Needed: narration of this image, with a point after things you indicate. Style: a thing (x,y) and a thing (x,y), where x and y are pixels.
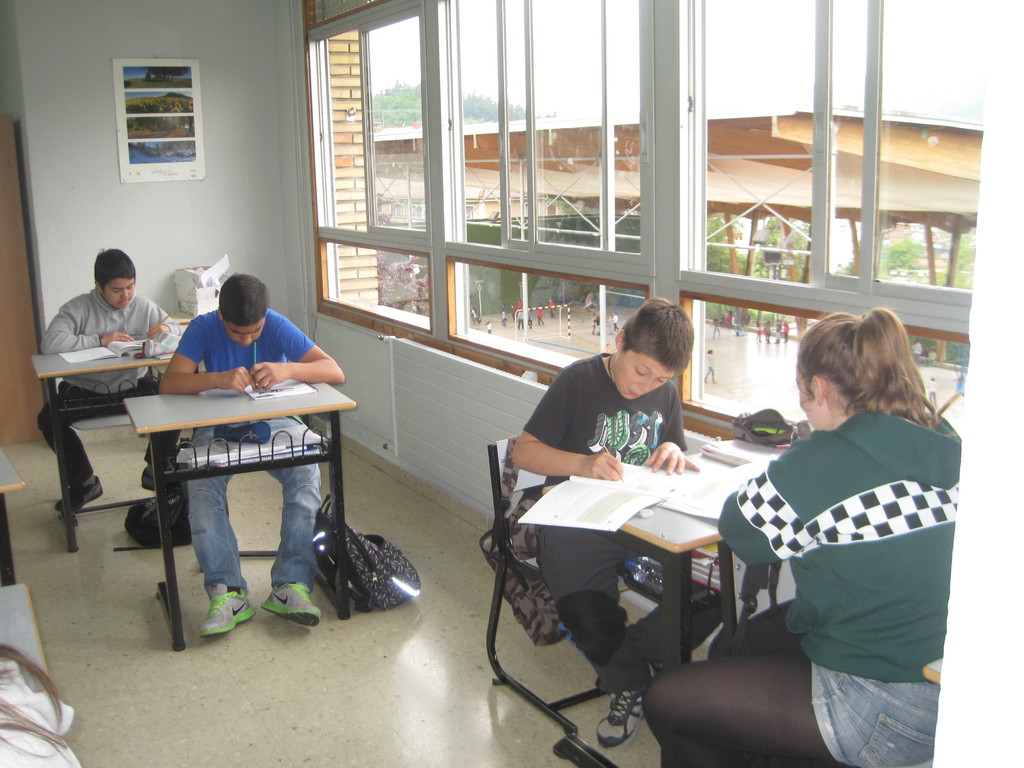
On the right hand side of the image (792,455), there are two persons (867,515) sitting and writing on the books (672,487) which are on the table (673,534). Beside them, there are two other (132,279) sitting and writing on the books (269,392) which are on the tables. In the background (184,174), there is a wall (206,139), poster (196,105), window (406,130) made up with glass (550,241), a ground (585,325), some persons (474,313), sky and trees (399,102).
